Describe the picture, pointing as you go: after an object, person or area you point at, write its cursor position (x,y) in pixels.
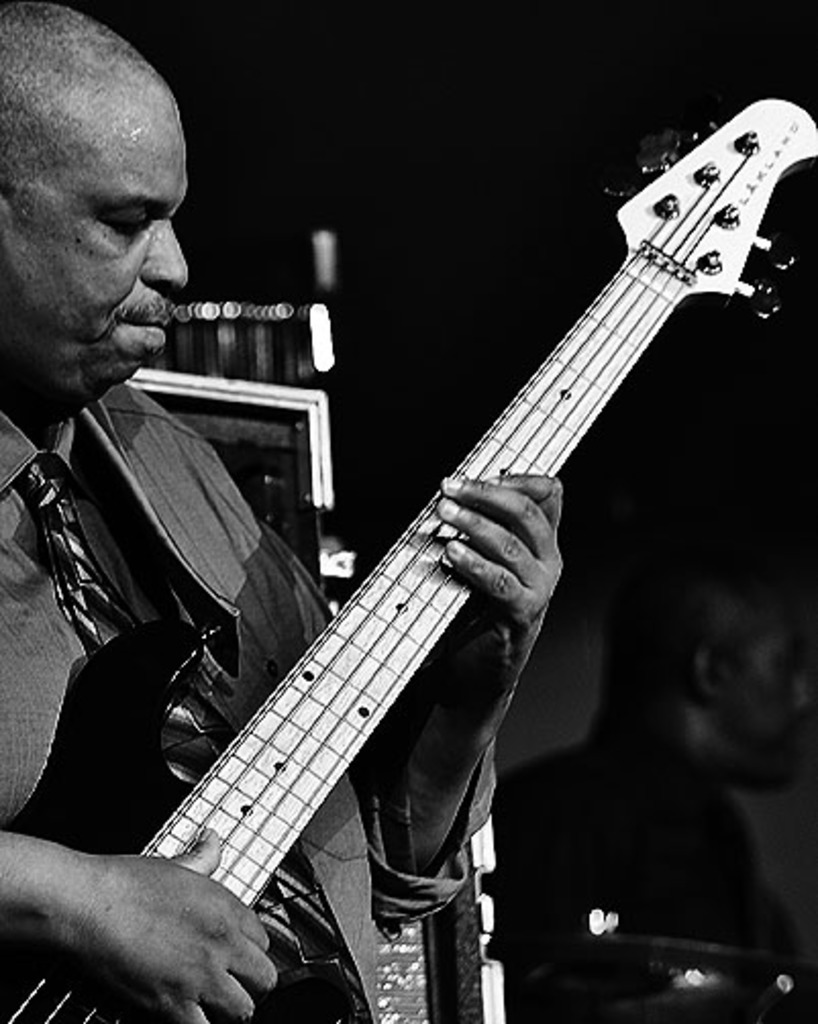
He is standing. He is playing a guitar (330,742). On the right side of the person (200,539) is sitting on a chair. We can see in the background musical instruments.
